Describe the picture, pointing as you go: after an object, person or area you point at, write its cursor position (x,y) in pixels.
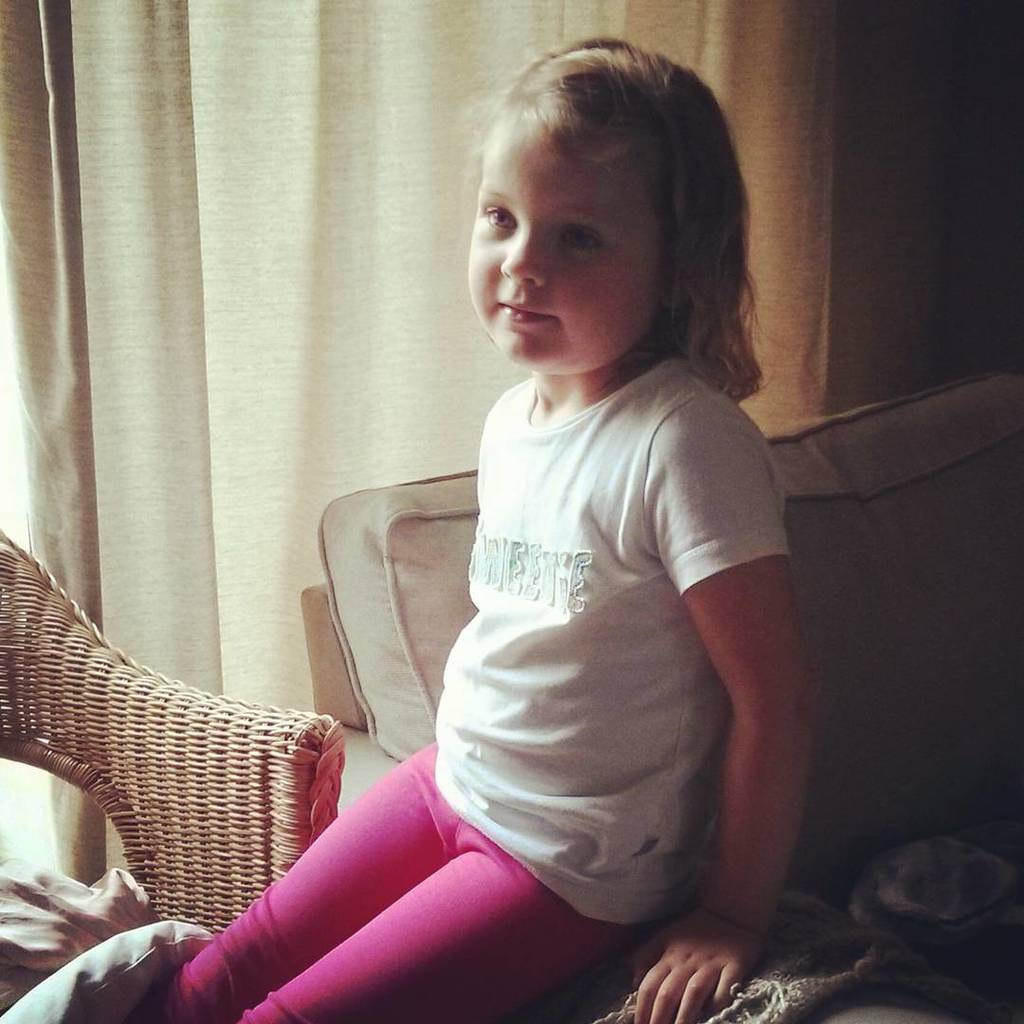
In this image I can see a girl (694,662) is sitting, I can also see she is wearing white top (675,491).
